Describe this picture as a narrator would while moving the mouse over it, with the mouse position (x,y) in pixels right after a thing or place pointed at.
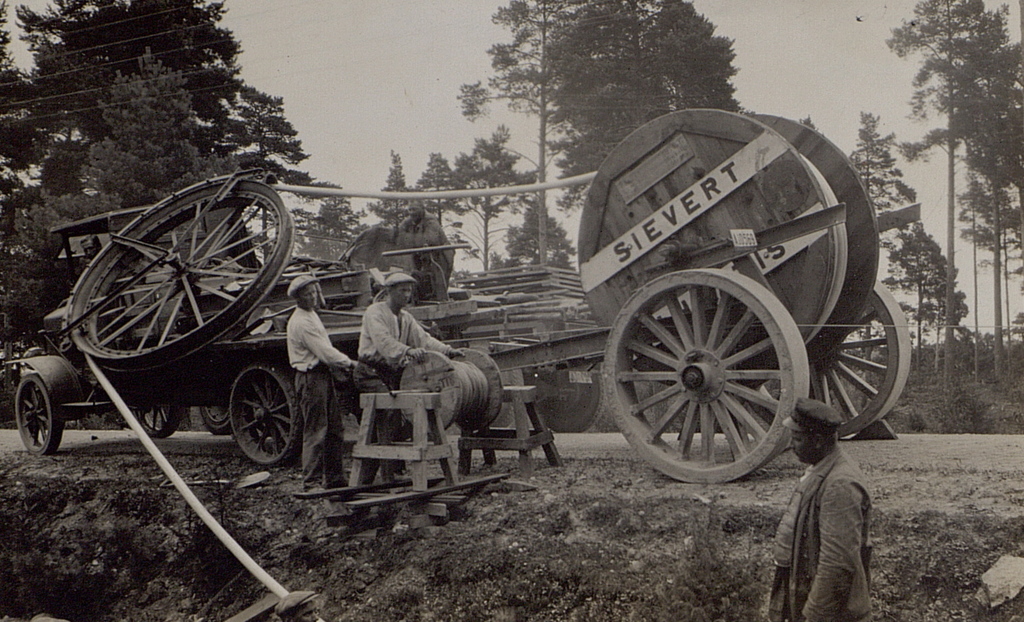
It looks like an old black and white picture. We can see there are three people (332,395) on the path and behind the people (315,365) it is looking like a vehicle (363,281), trees (253,155) and a sky (788,71).
